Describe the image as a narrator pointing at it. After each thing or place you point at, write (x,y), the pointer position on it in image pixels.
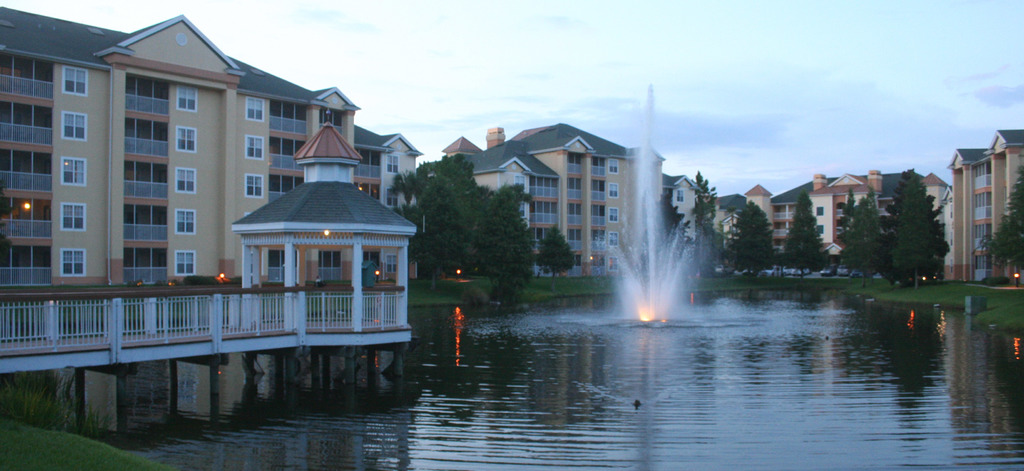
In this picture we can see water (625,384), few buildings (321,257), lights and trees (517,228), and also we can see grass (958,284) and clouds (881,121).
